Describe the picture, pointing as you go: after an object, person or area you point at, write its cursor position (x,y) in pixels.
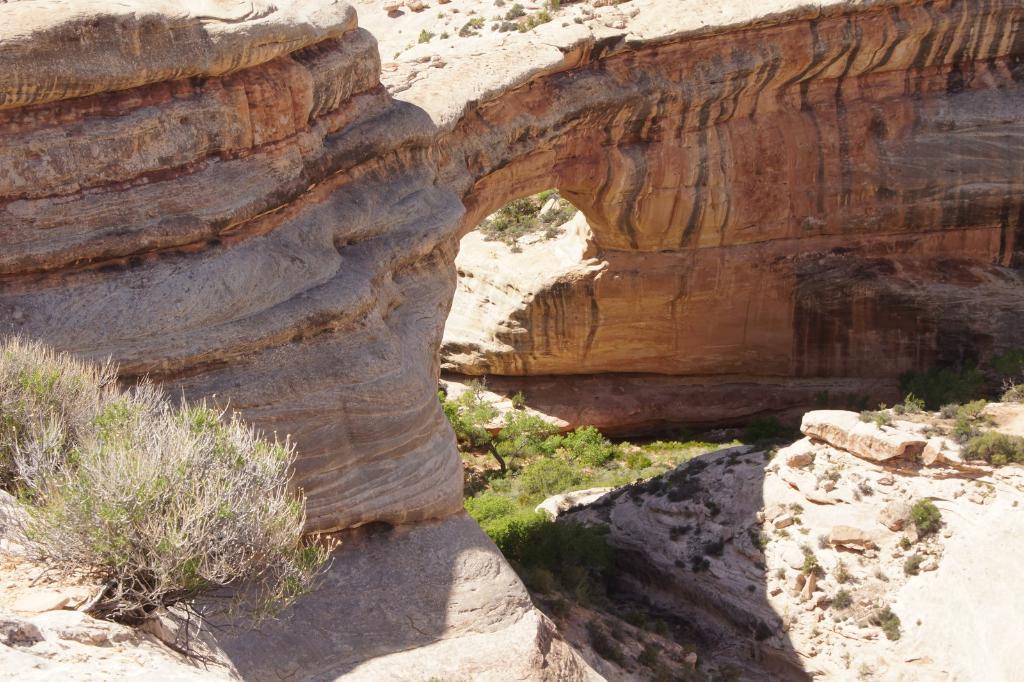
In this picture we can see some plants (712,440) and stones (837,441) at the bottom (746,487), it looks like a rock (903,146) in the background (903,146).
